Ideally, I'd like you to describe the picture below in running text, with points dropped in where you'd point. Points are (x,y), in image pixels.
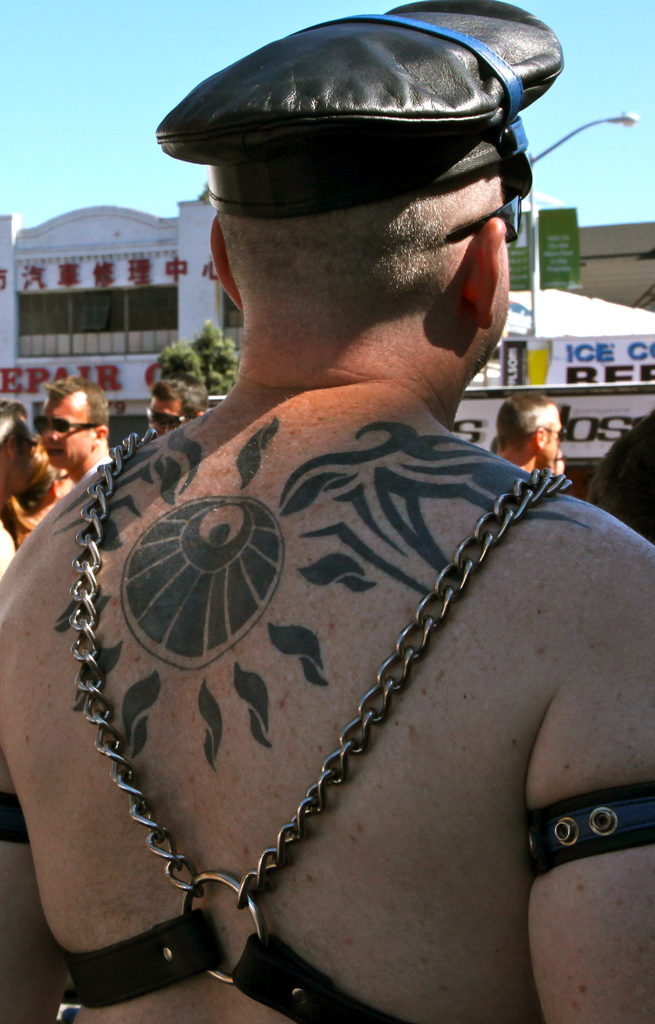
This image is taken outdoors. At the top of the image (125,100) there is the sky (542,115). In the background (217,322) there is a building (115,343). There are many boards (553,369) with text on them. There is a pole (533,276) with a street light (622,123). There are a few people (157,402). In the middle of the image (271,436) there is a man (314,402). There is a tattoo (313,642) on his shoulder (403,513).
